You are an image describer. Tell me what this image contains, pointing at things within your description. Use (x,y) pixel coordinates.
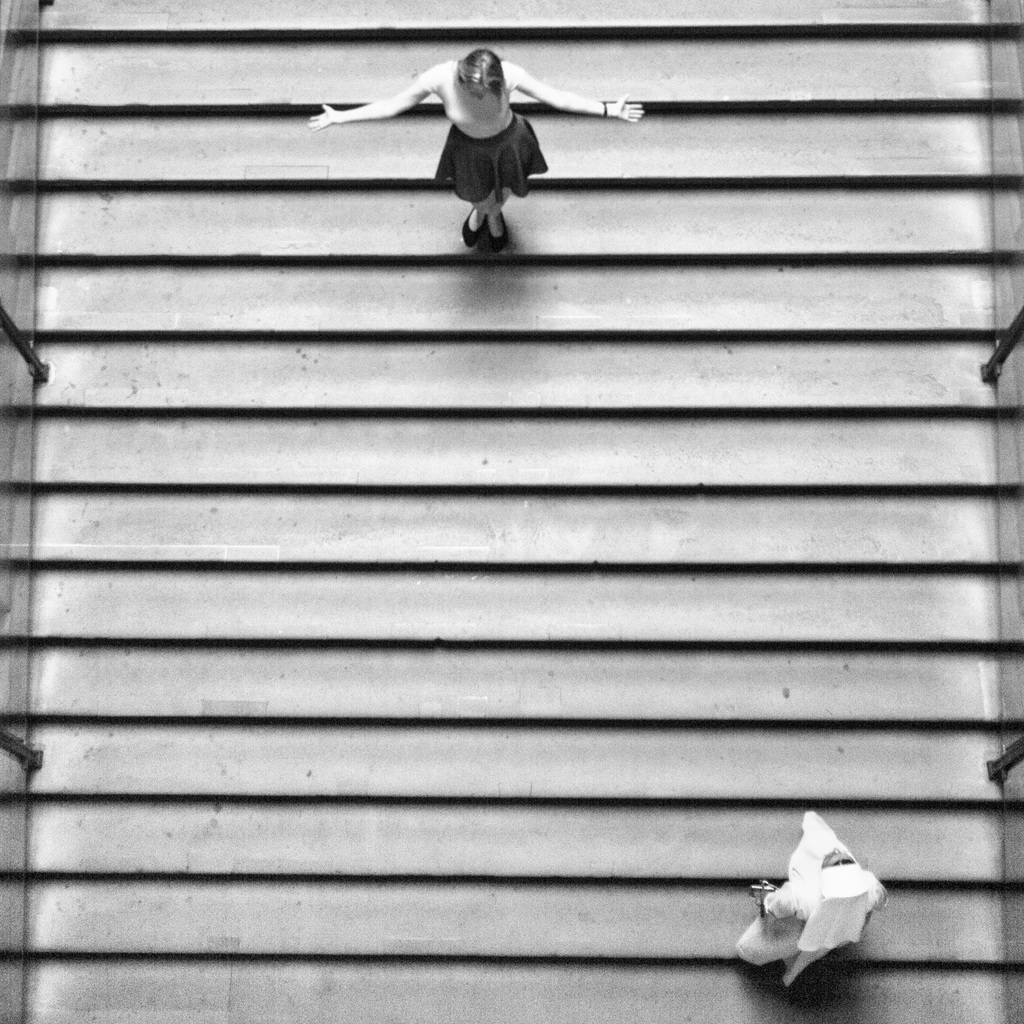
As we can see in the image there are stairs (789,465) and two persons (514,161). The woman (783,928) on the right side (865,917) bottom is wearing white color dress (825,891).
